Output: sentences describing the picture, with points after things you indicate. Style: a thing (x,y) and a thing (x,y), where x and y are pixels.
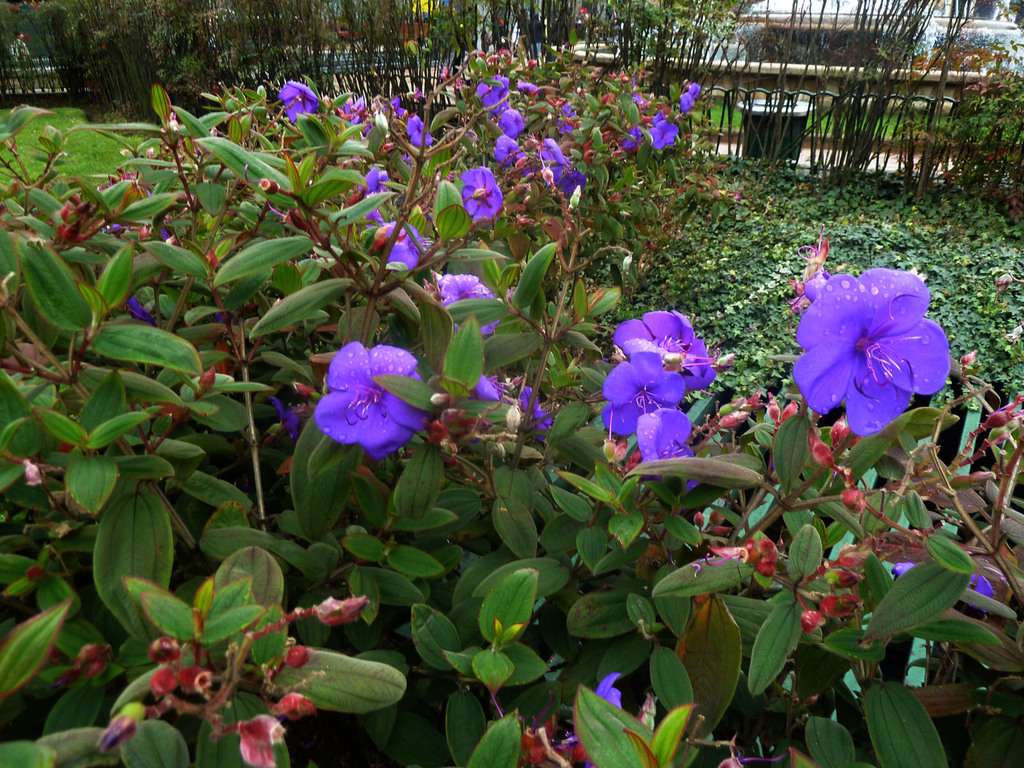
In this image we can see flower plants (488,377). In the background (786,100) there is a fence (783,114), wall (745,76) and a dustbin (758,124). There is one person (15,49) in the top left corner of this image (19,73).
